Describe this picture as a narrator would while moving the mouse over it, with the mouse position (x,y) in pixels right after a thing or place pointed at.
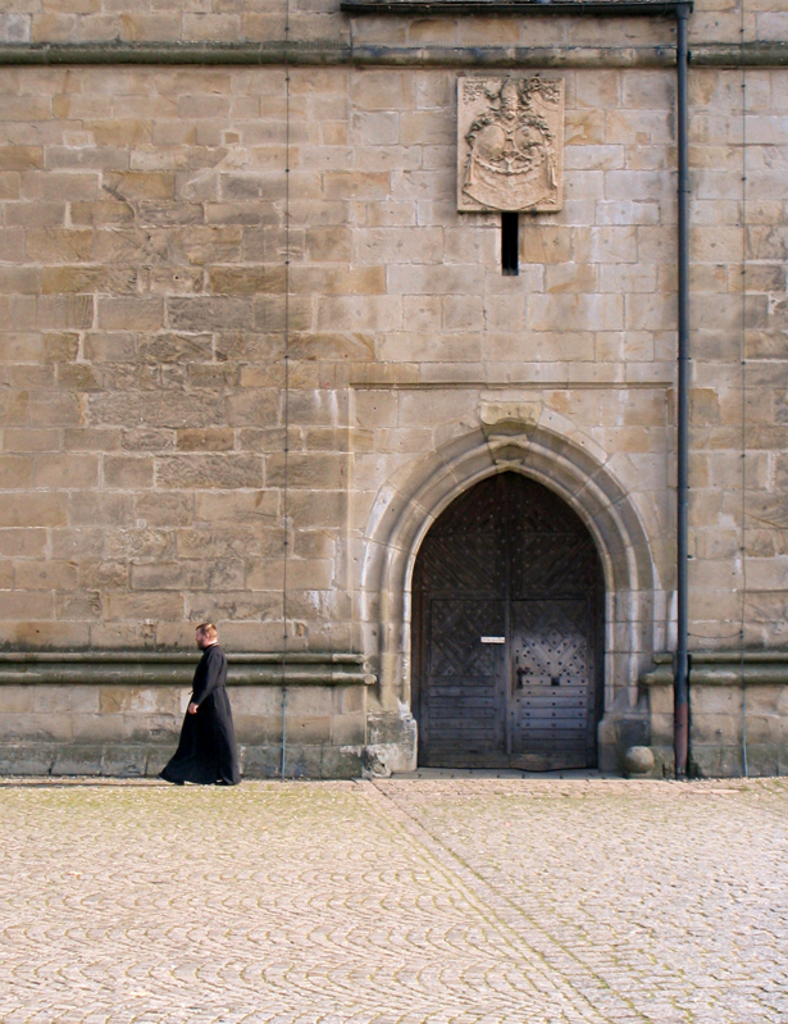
In this image we can see a wall (239,390), door (579,583), person (202,705) and pipe (684,219).
